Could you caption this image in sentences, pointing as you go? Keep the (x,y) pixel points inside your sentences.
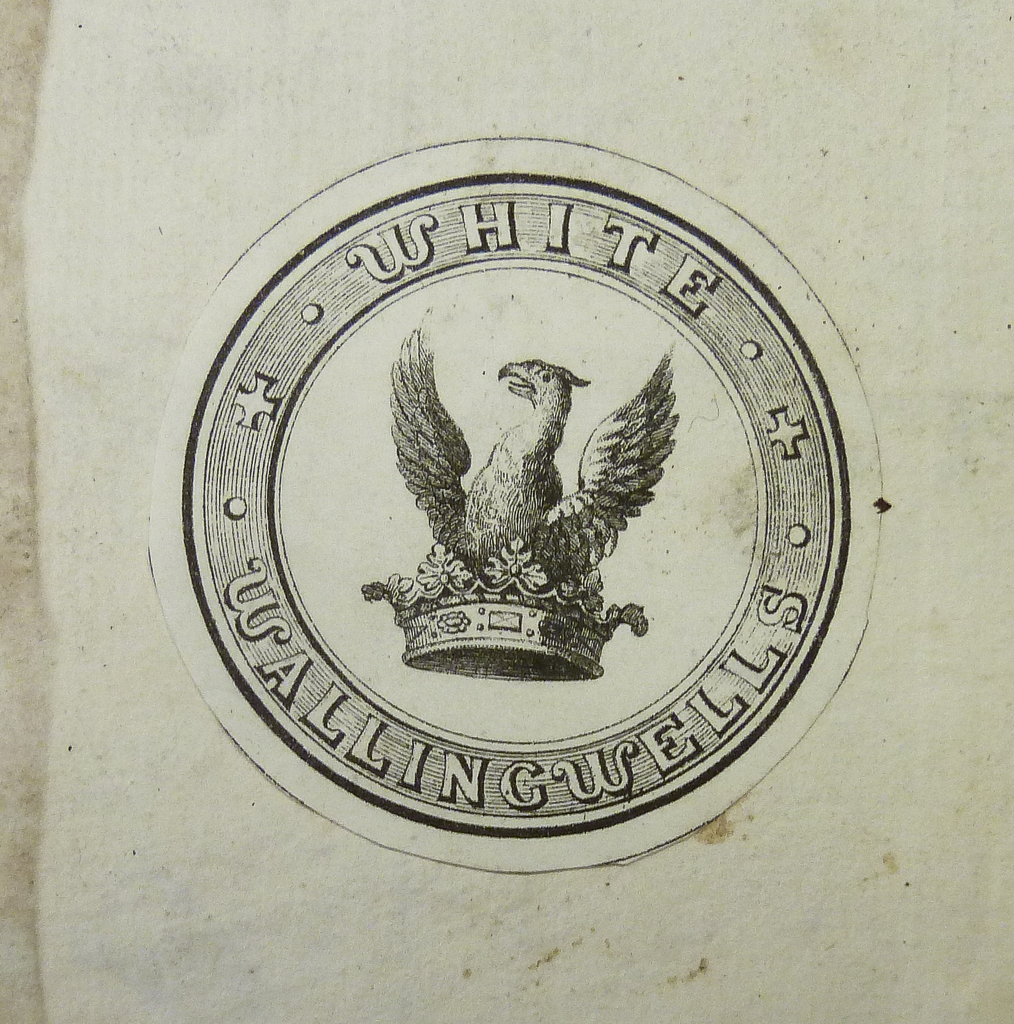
In this picture we can see a stamp (390,846) on a surface (954,364) and in the middle of this stamp (690,656) we can see a bird (641,433), crown (558,608).
